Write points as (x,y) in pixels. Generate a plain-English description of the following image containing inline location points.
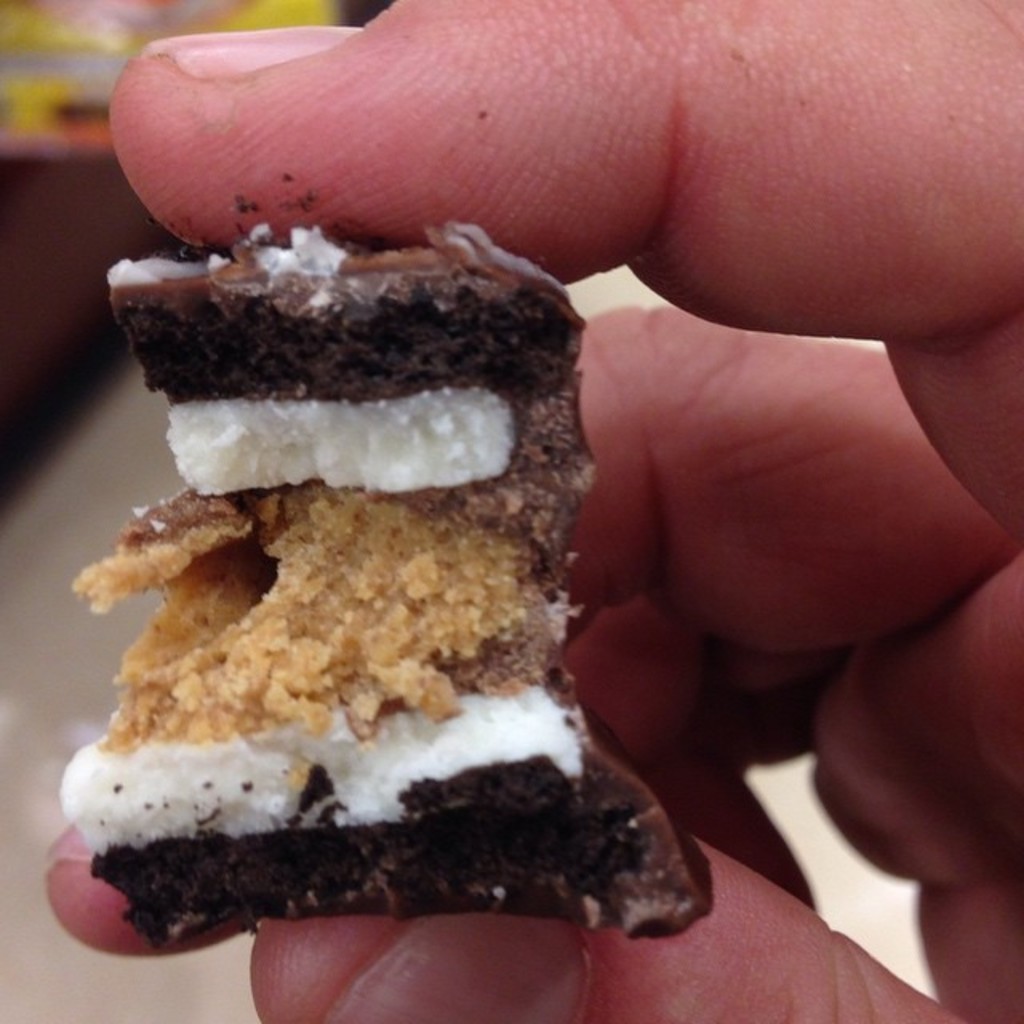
In this picture we can see a person (776,867) holding a food item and in the background (827,882) we can see it is blurry.
